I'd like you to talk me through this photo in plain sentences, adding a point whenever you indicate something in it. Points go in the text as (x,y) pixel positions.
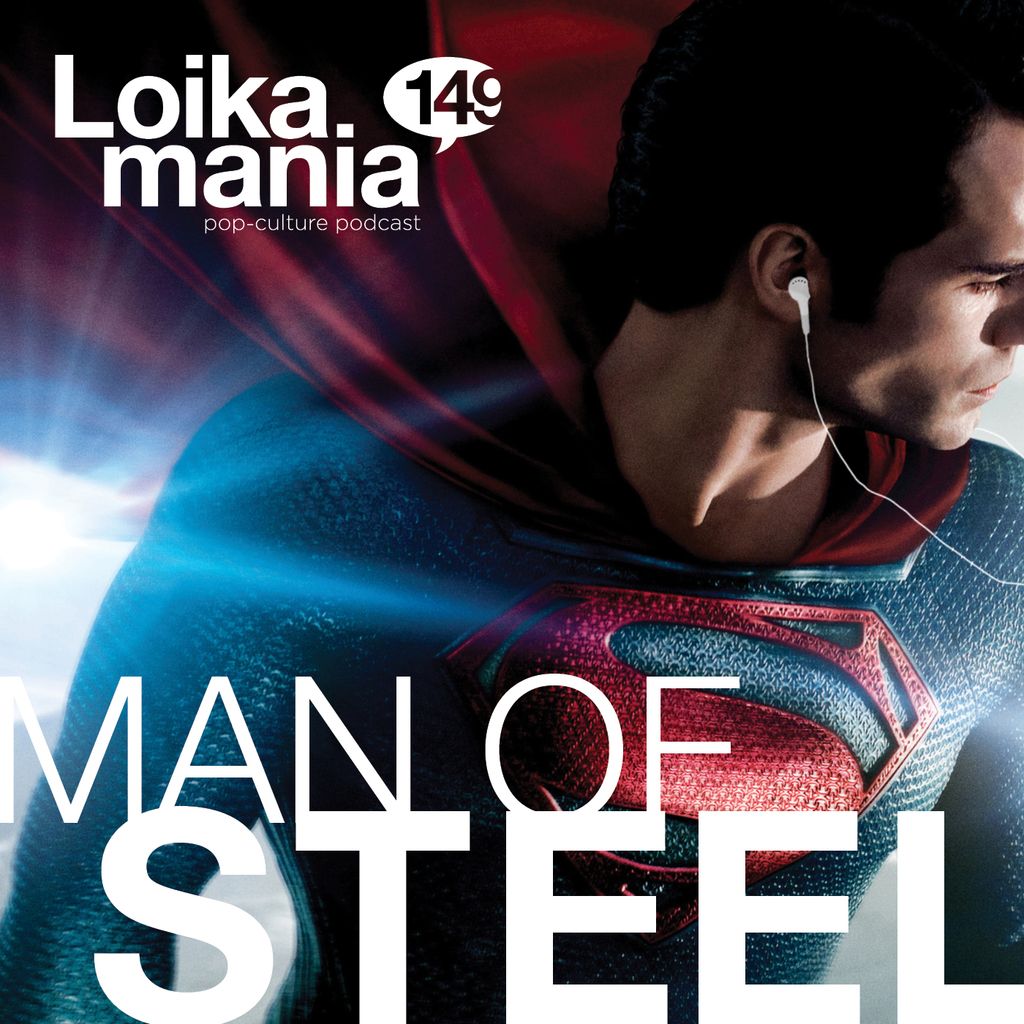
This image is a poster. At the bottom of the image (402,877) there is a text (905,944). In the middle of the image (411,430) there is a man (866,483).
